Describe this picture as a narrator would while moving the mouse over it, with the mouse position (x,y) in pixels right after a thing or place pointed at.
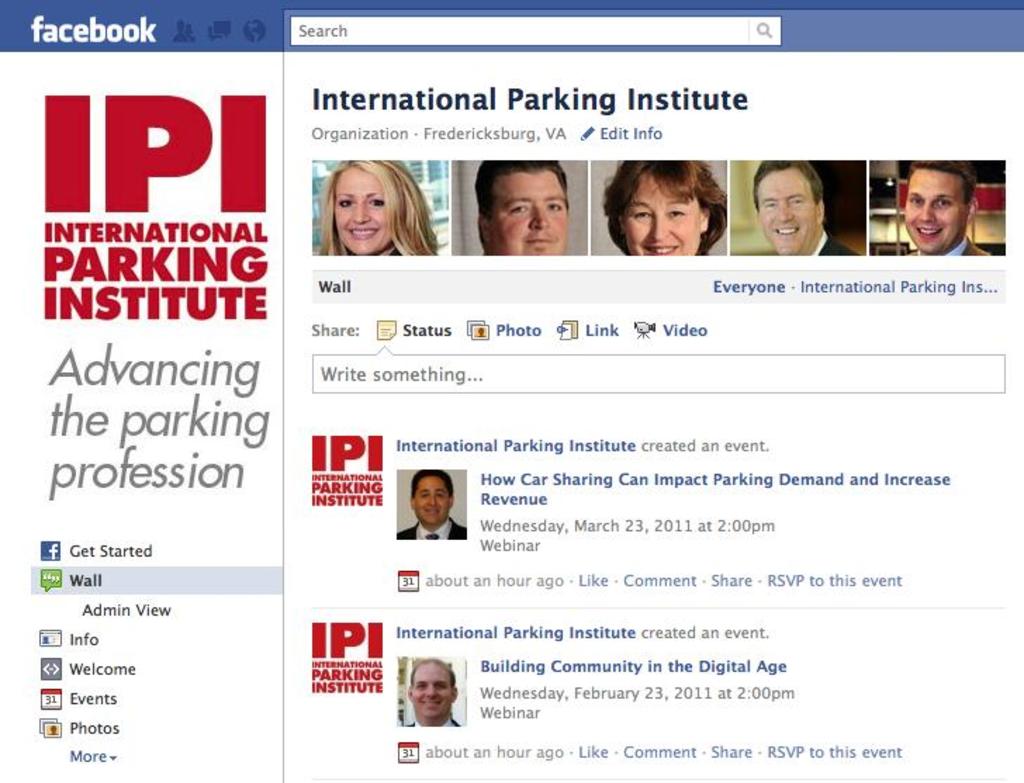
In this picture we can see screenshot (510,68) of the Facebook page (411,248). On the top (572,191) we can see some five photograph (561,222) of men (964,205) and women (365,242). On the left side (109,401) there are some quotes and matter (87,729).
